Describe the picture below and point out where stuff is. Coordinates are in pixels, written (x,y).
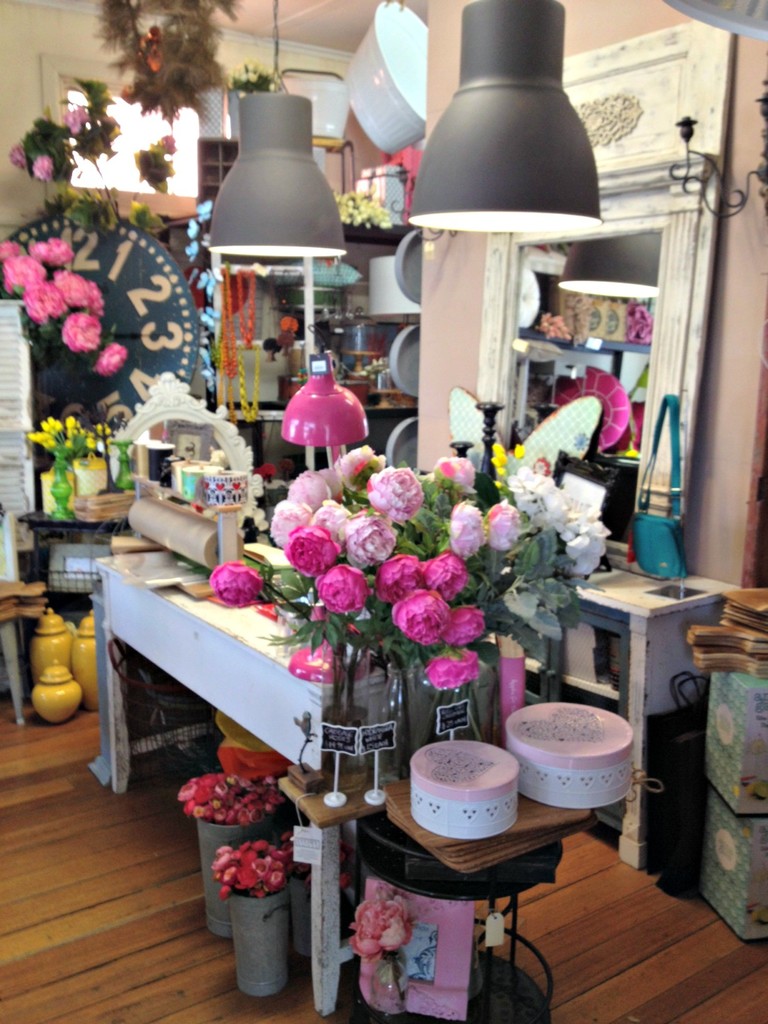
Here we can see a flowers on this table (311,687). These are lights (214,235). In the background (102,462) we can see a flower vase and handmade jars (69,674).
